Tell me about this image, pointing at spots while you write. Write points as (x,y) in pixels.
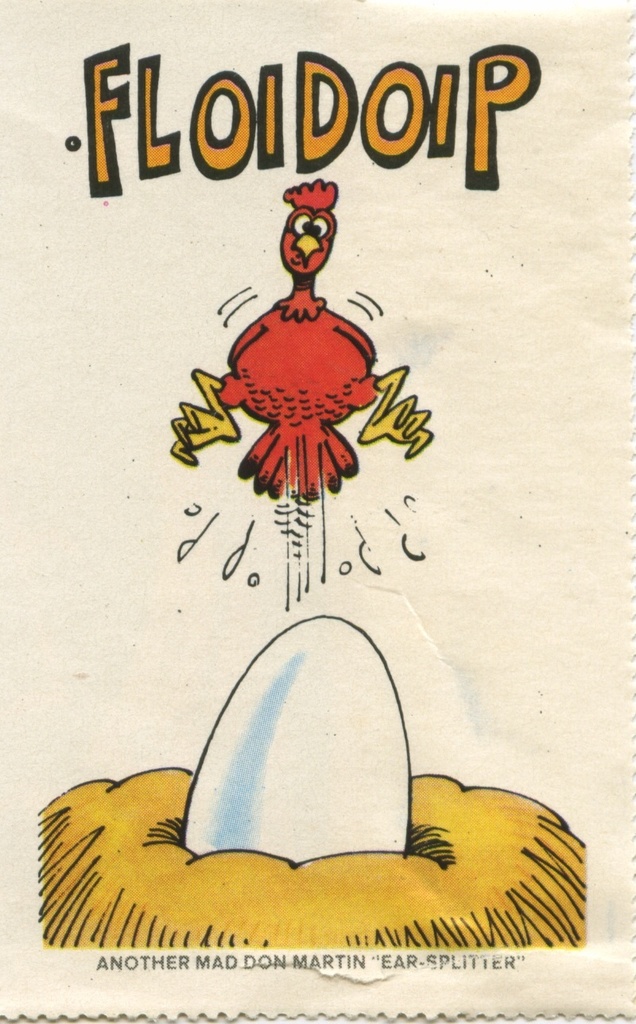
In this picture there is a poster (225,532). In the center (328,374) I can see the cartoon image of hen (376,382). At the bottom (303,701) I can see the cartoon image of the egg (288,711) on the nest (210,923).
